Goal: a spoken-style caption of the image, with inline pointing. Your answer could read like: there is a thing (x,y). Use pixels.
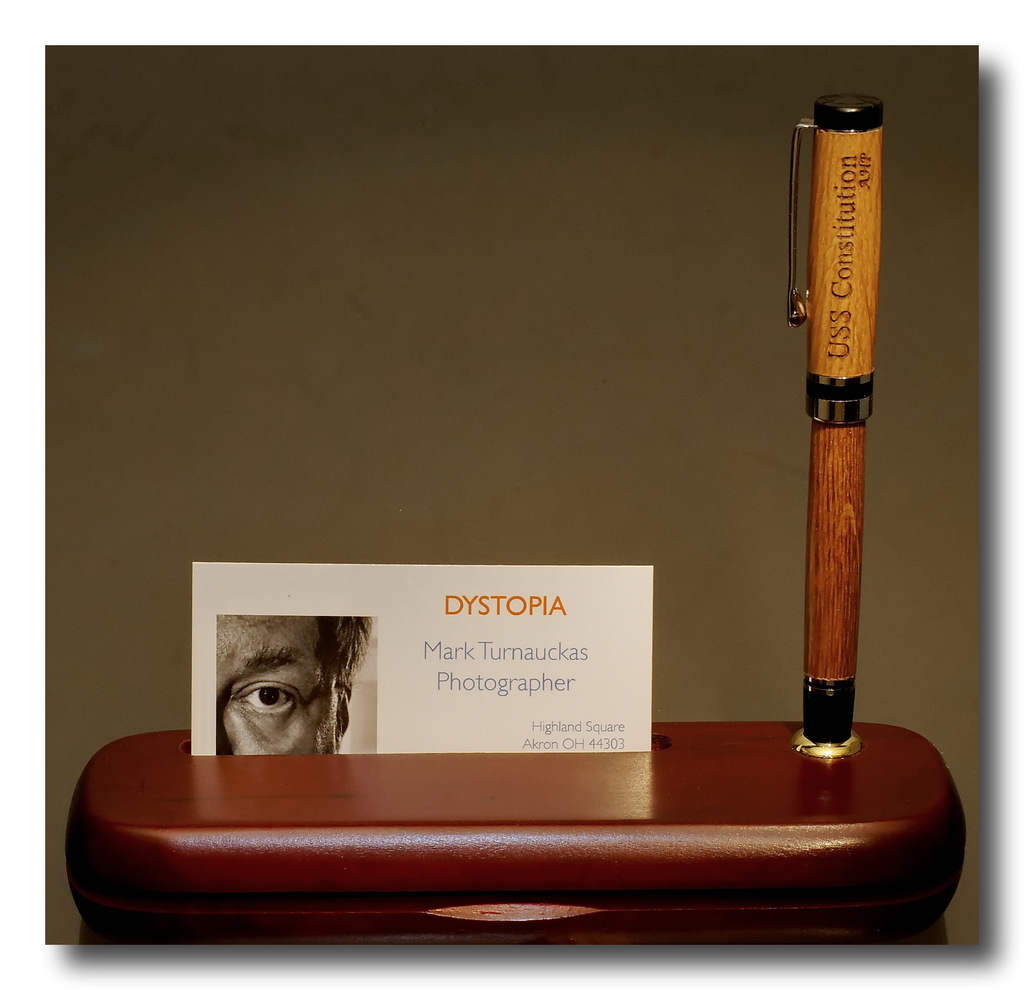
In this image we can see a card (474,691) with a picture (326,705), some text (584,723) and a pen (807,698) placed on the surface (496,803). In the background (484,343), we can see the wall (484,343).
